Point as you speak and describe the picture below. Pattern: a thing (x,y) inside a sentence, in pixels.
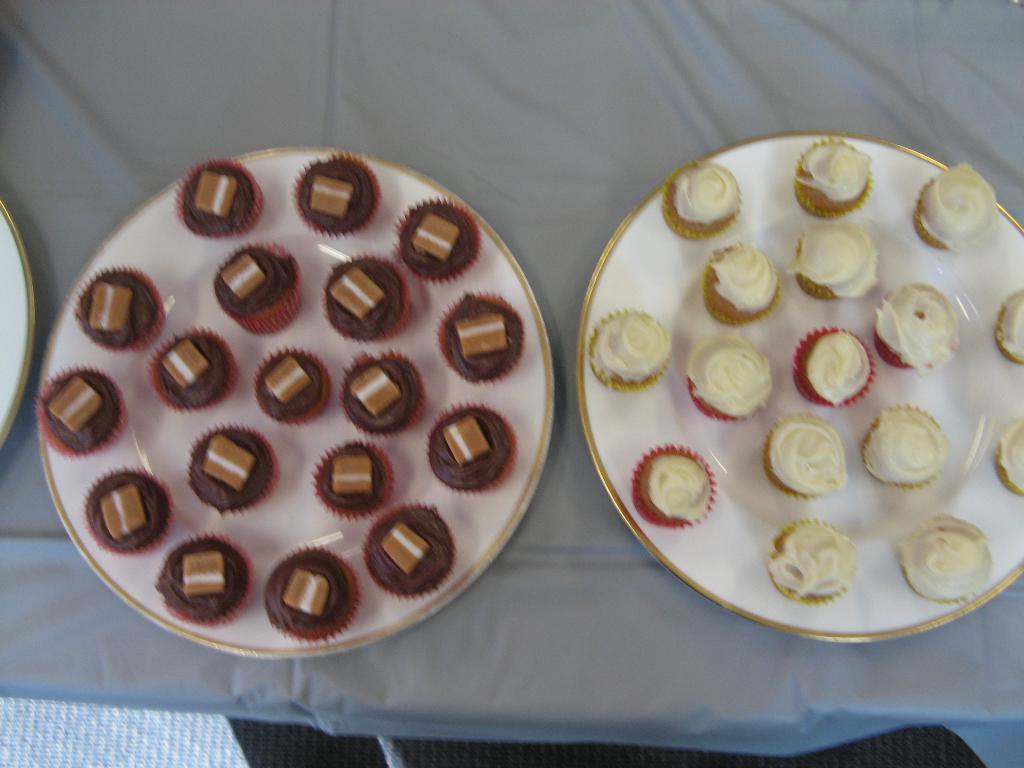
In this image I can see there are few cup cakes (670,175) kept on two plates (453,277) and two plates (144,403) might be kept on table (479,687).
